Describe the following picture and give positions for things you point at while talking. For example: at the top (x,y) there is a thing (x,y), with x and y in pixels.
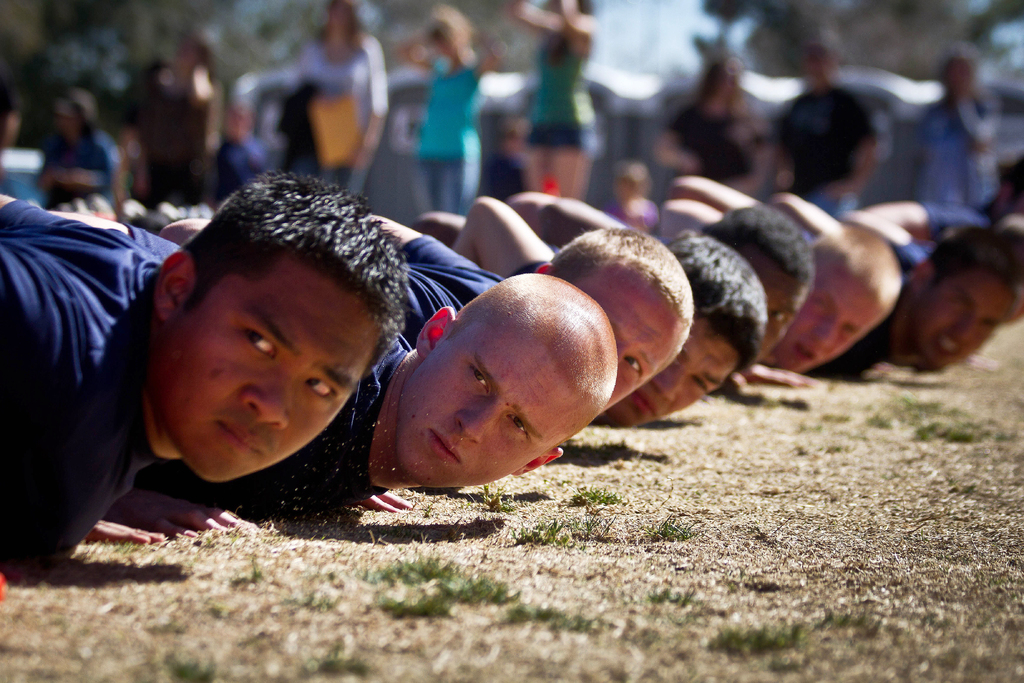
In this image I can see number of persons (155,360) are wearing blue colored t shirts (65,327) are laying on the ground (475,663). I can see some grass (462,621) on the ground (515,576). In the background (163,65) I can see few persons (187,112) standing, few trees (703,44) and the sky (596,53).
